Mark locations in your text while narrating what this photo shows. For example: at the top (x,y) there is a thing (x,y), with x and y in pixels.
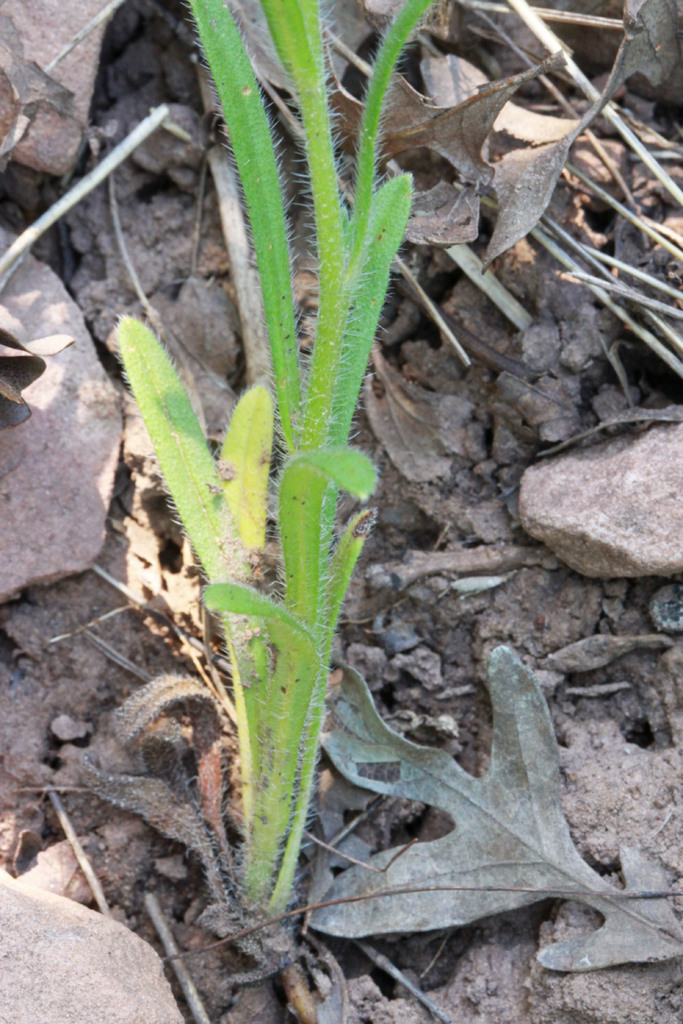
In the middle of the image (260,468) we can see a plant (259,511). Behind the plant (260,468) we can see some stones (48,45) and leaves (679,921).
